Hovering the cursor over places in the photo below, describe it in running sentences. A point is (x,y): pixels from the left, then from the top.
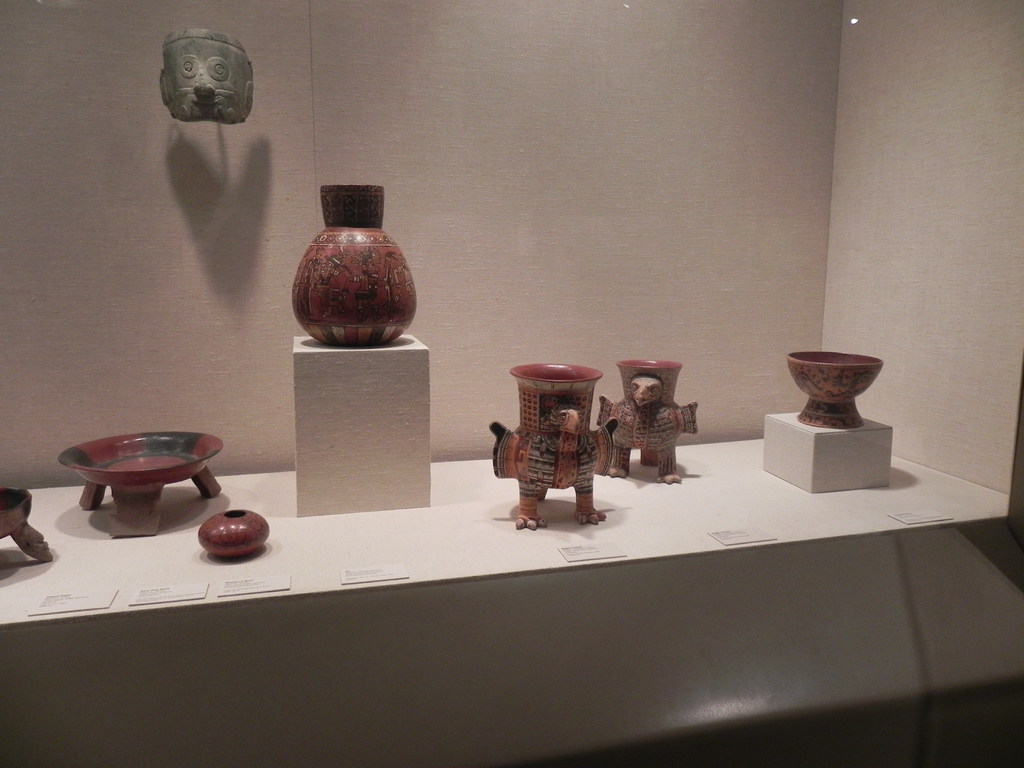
In this image I can see there are few artifacts (8,513) placed on the table (317,619) and there are few name boards (89,601) placed on the table (34,656) and there is a wall (580,120) in the backdrop (622,147).
